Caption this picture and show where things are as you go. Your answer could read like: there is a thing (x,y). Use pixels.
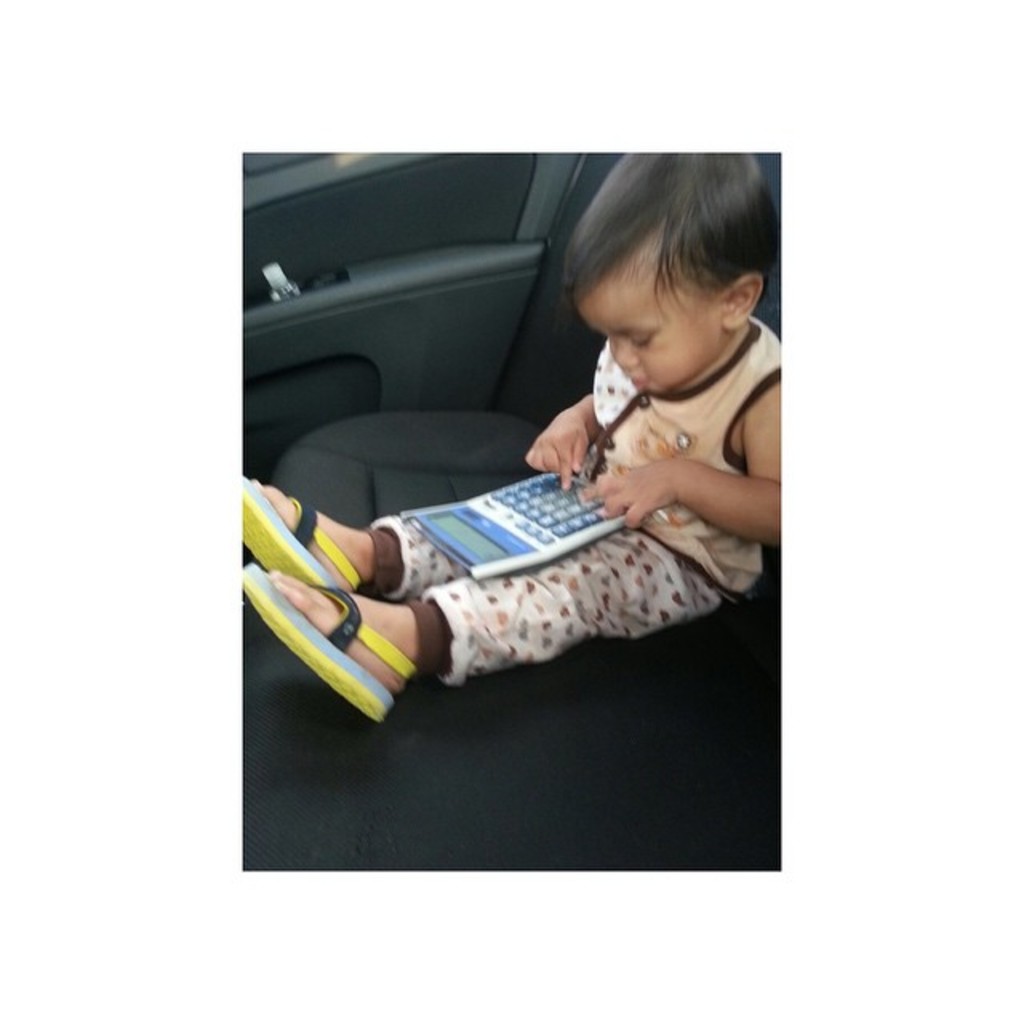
In this image there is a kid (544,591) sitting on the seat (522,744) of a vehicle (494,809). The kid (539,634) is having a calculator (544,523) on his lap (537,568). He is pressing the buttons (564,510) on the calculator (523,546). He is wearing some footwear (321,642).
